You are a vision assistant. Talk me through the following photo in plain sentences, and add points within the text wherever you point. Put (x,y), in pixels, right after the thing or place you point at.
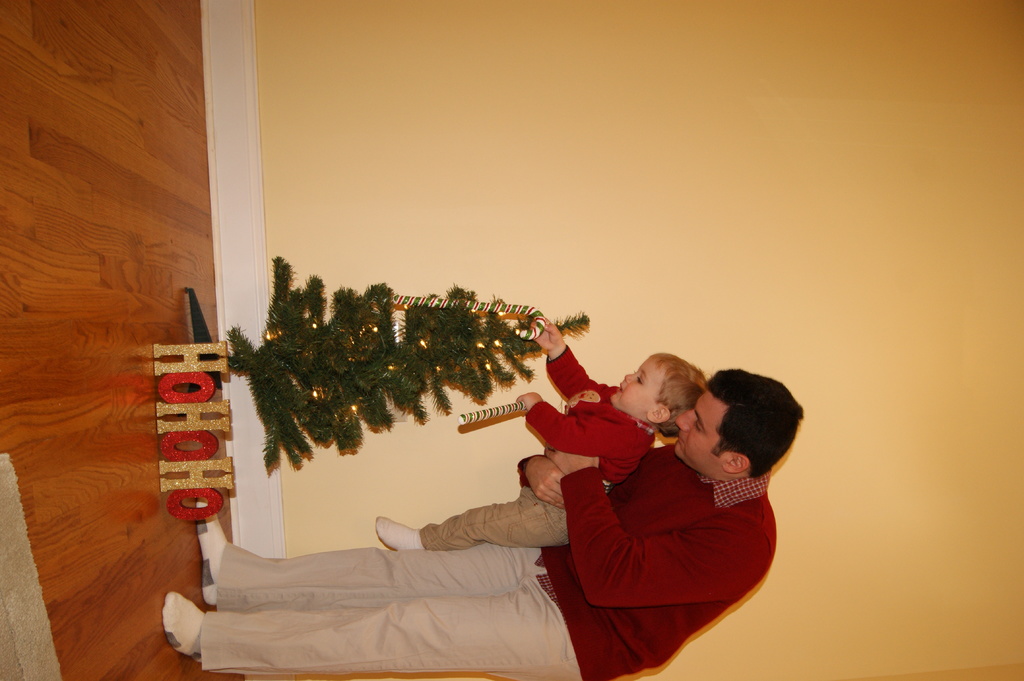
This is a rotated image. We can see a Christmas tree (297,356) in the middle of this image (458,379) and there is one person (513,614) standing and holding a baby (533,547) at the bottom of this image (462,605). The wall (741,314) is in the background (731,301). There is a floor (57,329) on the left side of this image (81,367).
